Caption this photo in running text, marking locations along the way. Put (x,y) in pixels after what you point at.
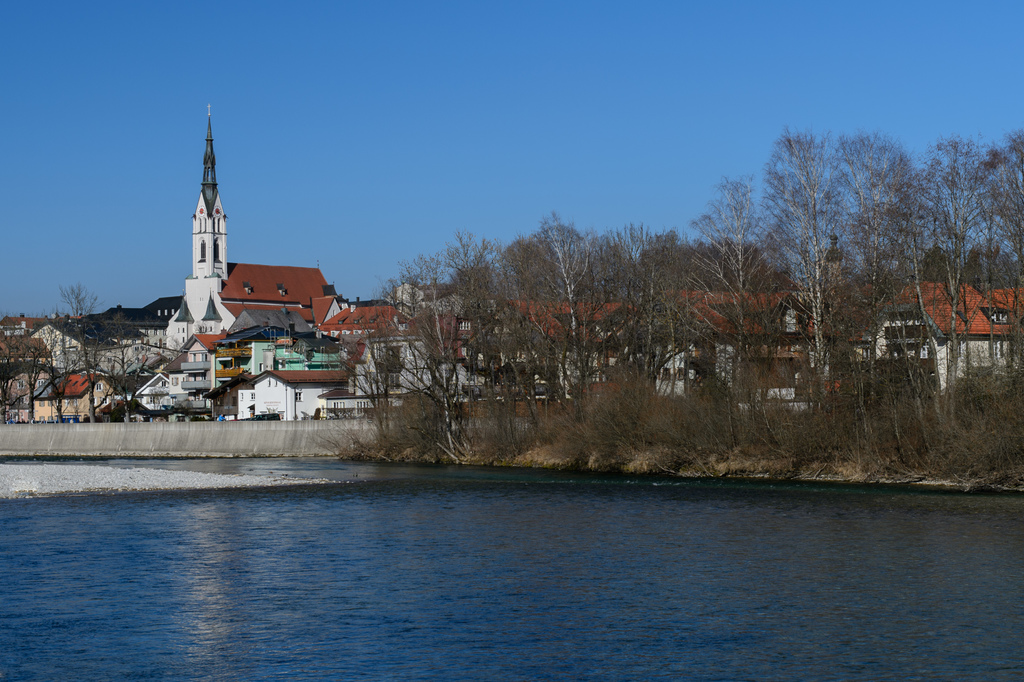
In this image we can see tower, buildings (193,368), trees (571,429), wall (161,443), lake (195,539) and sky (298,204).
